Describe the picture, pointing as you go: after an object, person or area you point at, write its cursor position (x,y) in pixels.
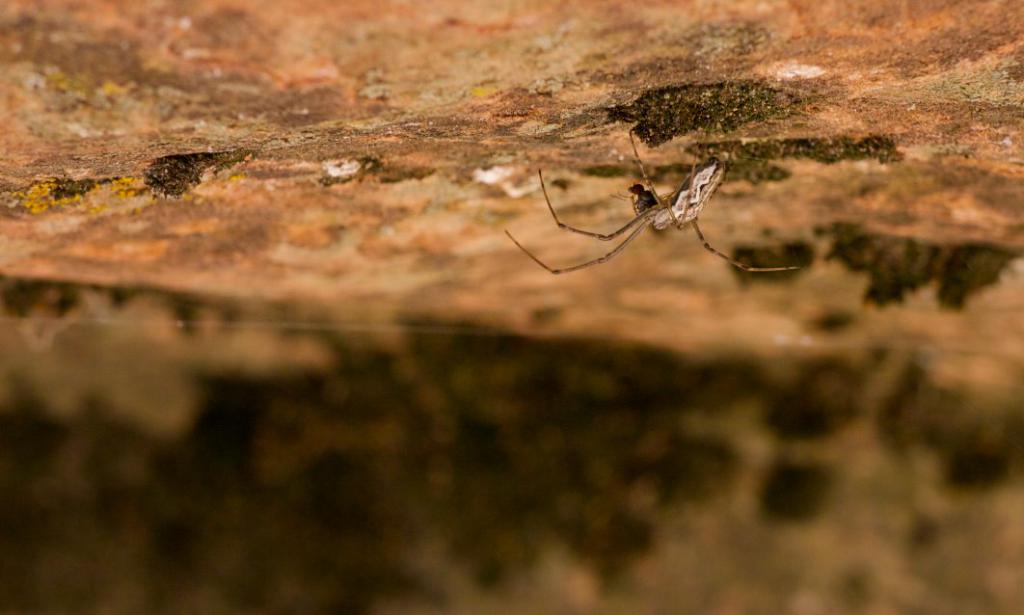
In this image we can see a insect (685,202) on the ground (923,125). This part of the image is blurred.
